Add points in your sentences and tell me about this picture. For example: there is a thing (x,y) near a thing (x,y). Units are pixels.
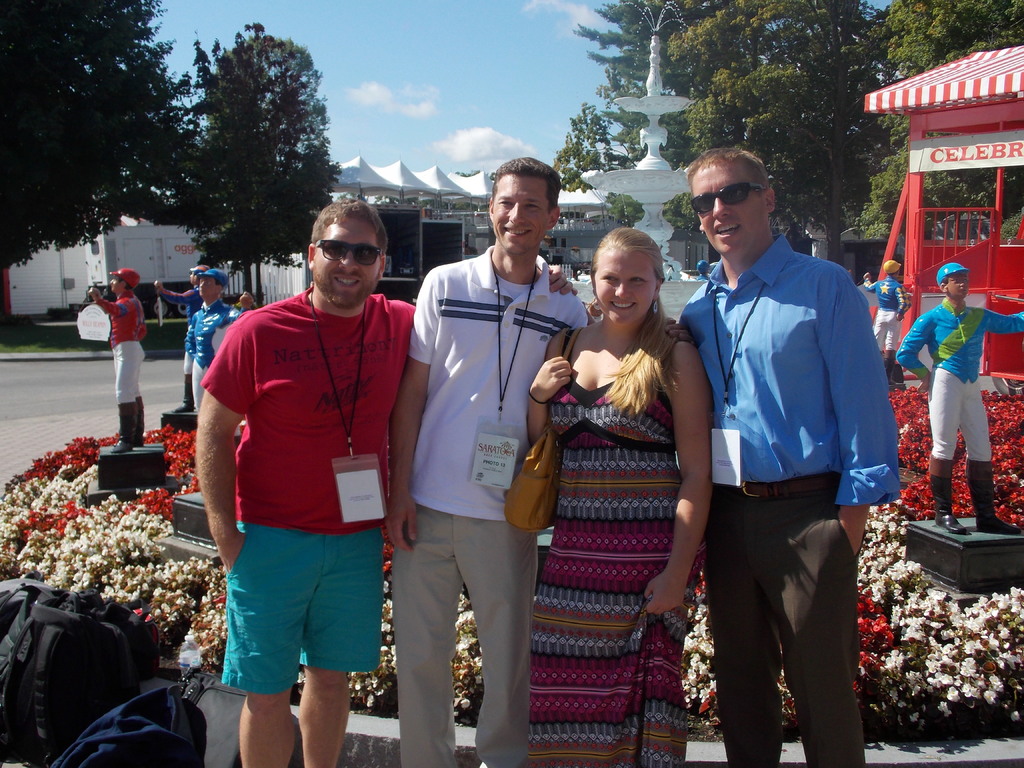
In the background (750,98) we can see the clouds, trees (671,45), tents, grass (49,339), water fountain (647,175) and the people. On the right side of the picture (908,225) it looks like a vehicle (944,69). In this picture we can see a banner (985,157), statues (974,463), flowers (978,613) and few objects (187,729). On the left side of the picture (23,718) we can see the bags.
